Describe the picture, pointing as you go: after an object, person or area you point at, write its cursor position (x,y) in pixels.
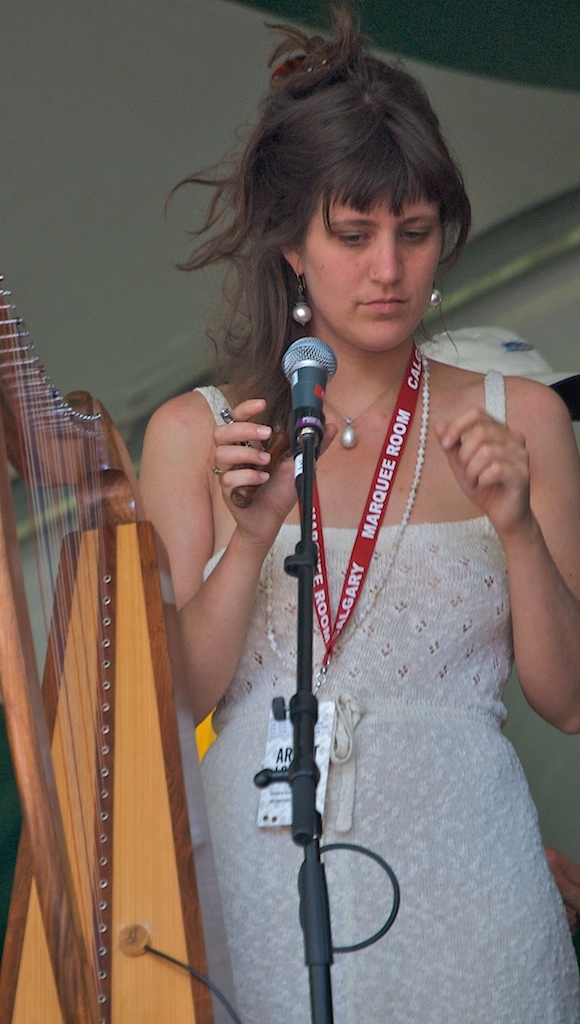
In this image, I can see a woman (407,677) standing. In front of the woman (314,600), I can see a harp (105,852) and a mike (321,377) with a mike stand (325,995). Behind the woman (248,352), there is a cap (486,342).
